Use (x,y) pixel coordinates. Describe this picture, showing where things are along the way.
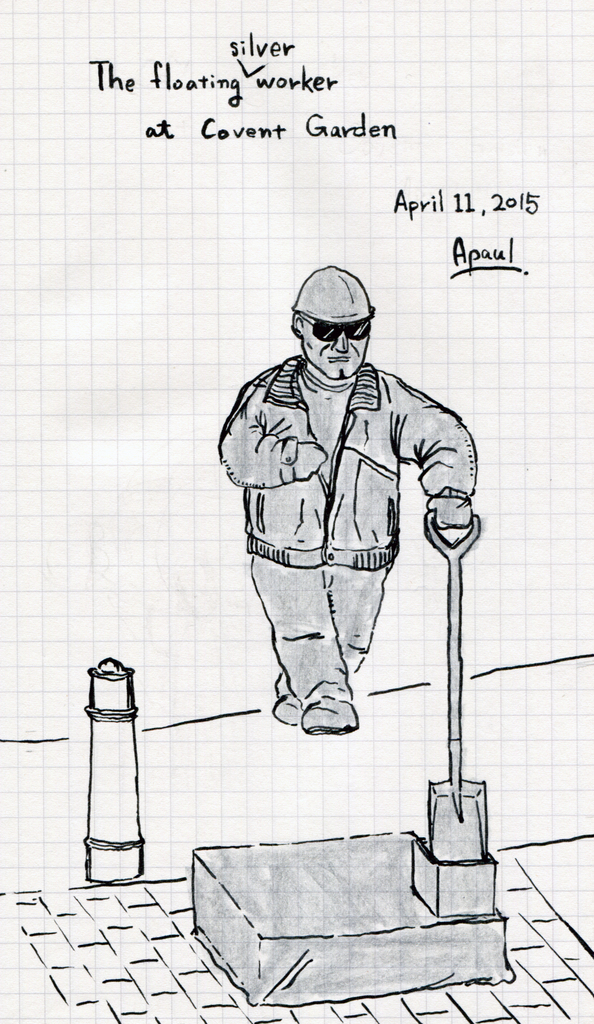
In the picture we can see sketch (355,528) of a person (355,528) who is holding some object (446,542) in his hands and standing and top of the picture (307,60) there are some words (304,77) written.
